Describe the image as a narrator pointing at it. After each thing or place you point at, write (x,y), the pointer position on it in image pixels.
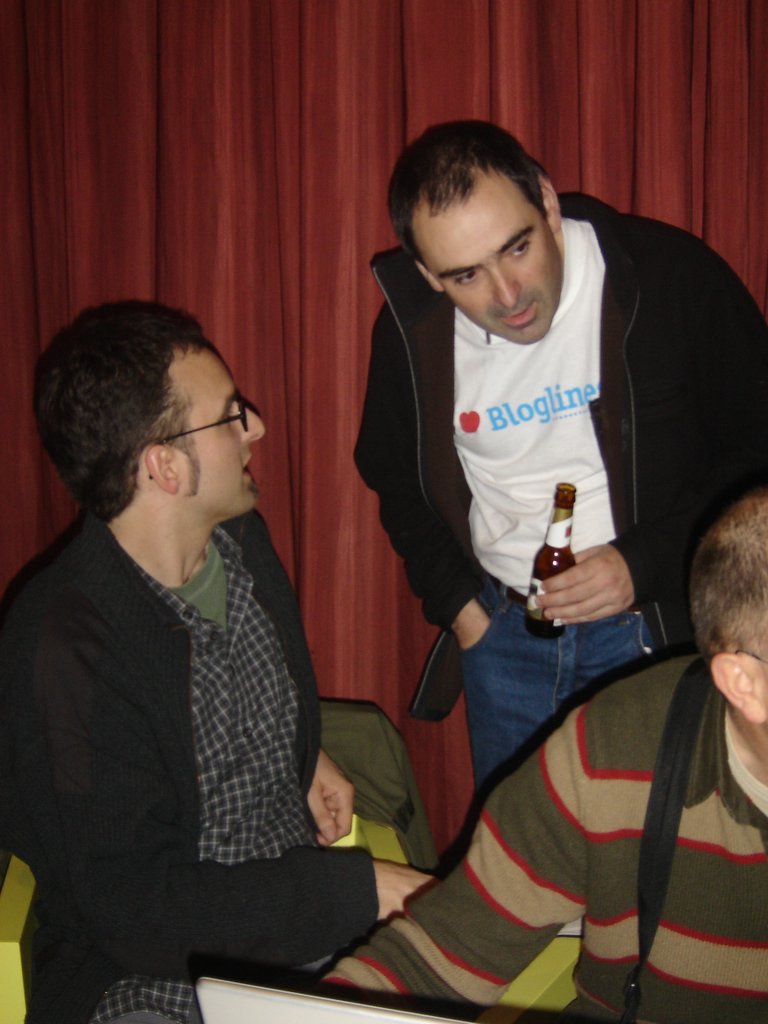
In the image in the center (283,668), we can see two people (264,775) were sitting and one man (468,602) standing and holding beer bottle (564,493). In the background (62,308) there is a curtain (121,167).
